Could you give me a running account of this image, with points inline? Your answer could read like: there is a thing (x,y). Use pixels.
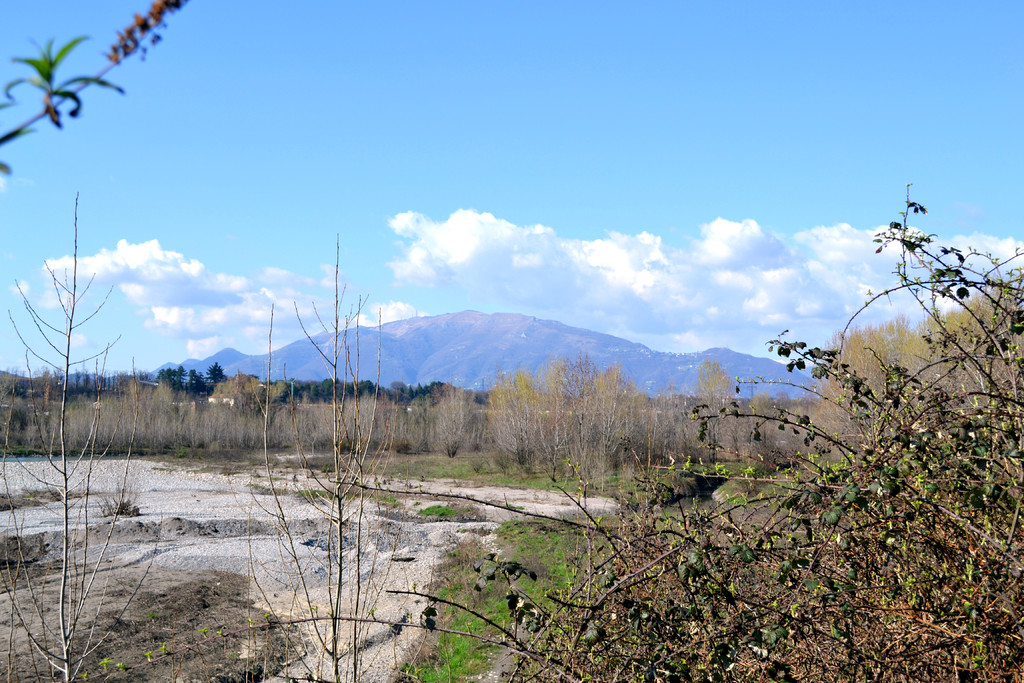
In this image at the bottom (585,483), there are plants (641,497), and, grass (457,572). In the middle (475,408) there are plants (279,423), trees (274,388), hills (389,334), sky (400,194) and clouds (414,275).
